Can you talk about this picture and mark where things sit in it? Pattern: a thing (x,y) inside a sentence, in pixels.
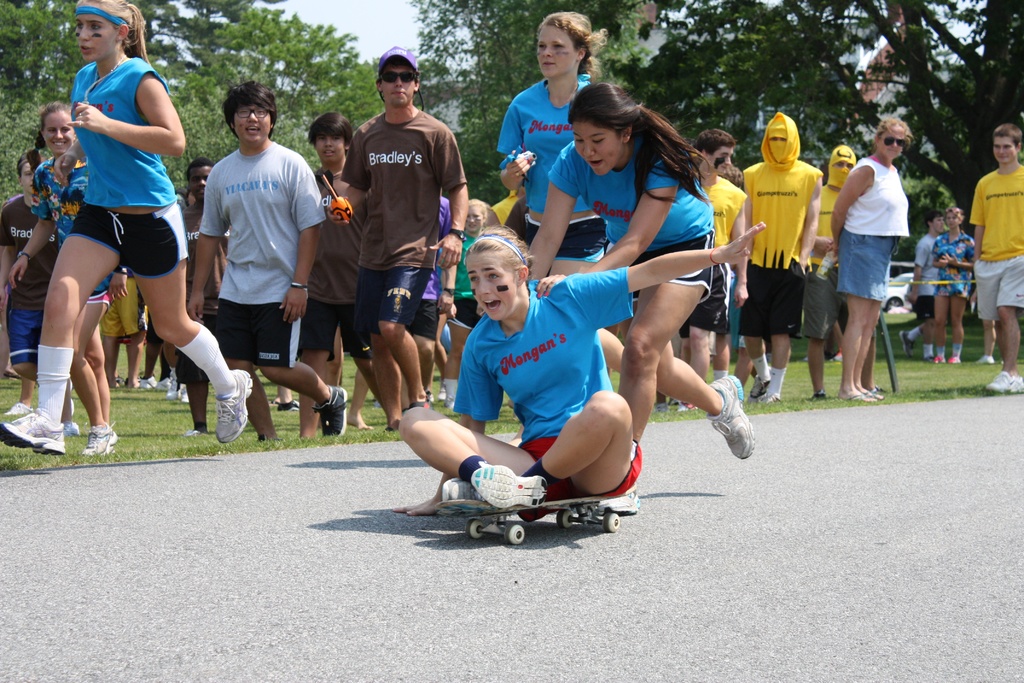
In this image we can see a group of people (626,223). A girl (581,415) is sitting on the skateboard (609,497) in the image. There is a road (644,520) in the image. There are many trees (814,78) in the image. There are few vehicles (903,288) in the image. There is a grassy land (956,378) in the image.
